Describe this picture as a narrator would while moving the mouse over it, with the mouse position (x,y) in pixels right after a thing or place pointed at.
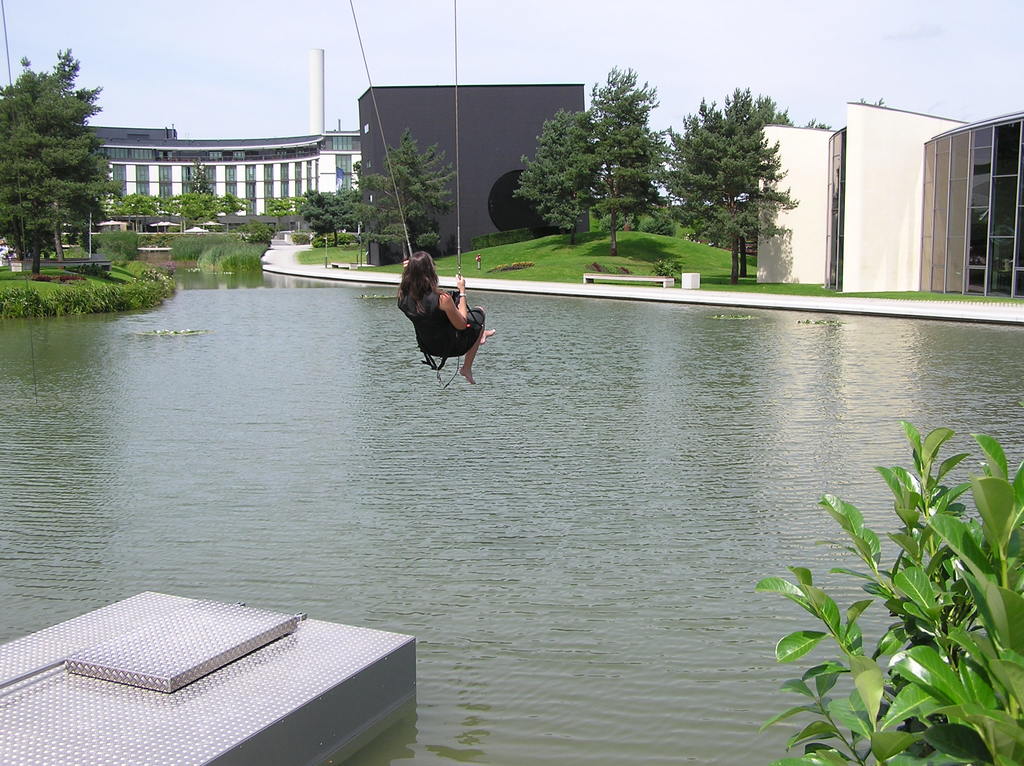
In this image there is a person (455,323) sitting on the chair (438,368) holding the ropes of the chair (425,316), which is above the water (626,443), there are plants (133,246), grass (622,234), trees (101,218), bench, umbrellas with poles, buildings (137,190), and in the background (990,74) there is sky (710,18).
